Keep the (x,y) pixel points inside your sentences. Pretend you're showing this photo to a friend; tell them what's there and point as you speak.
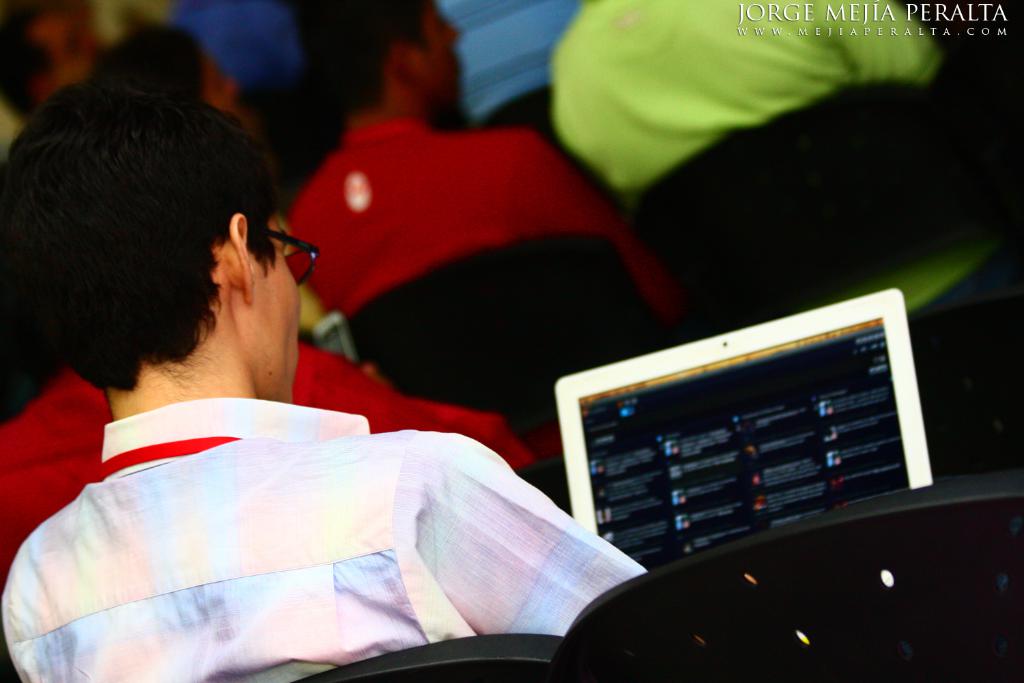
In the foreground of this image (715,615), there are black chairs (602,651) on which a person (267,530) sitting and seems like he is holding a laptop (667,476). In the background (696,141), there are persons (383,226) sitting.
